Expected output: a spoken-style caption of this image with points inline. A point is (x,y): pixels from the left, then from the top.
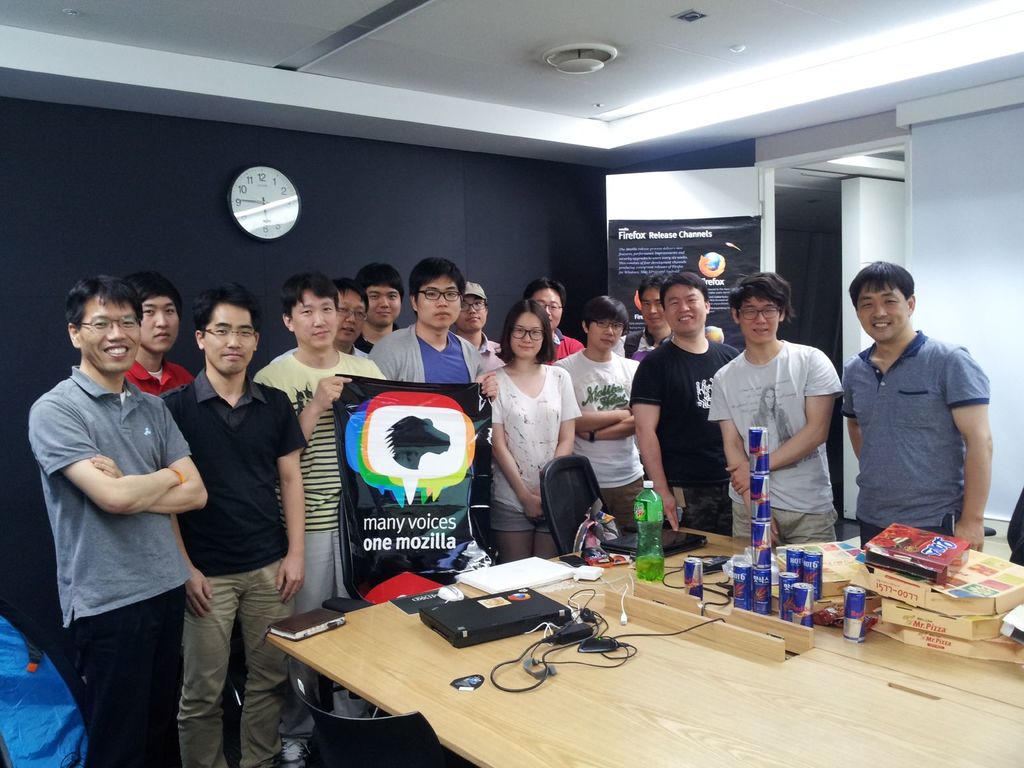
In this image in the center (527,397) there are a group of people (241,464) who are standing and one person (284,359) is holding one board (360,468), at the bottom (533,642) there is a table (749,692). On the table (384,664) there are some laptops (502,622), coke containers (797,584), books (316,625), wires (572,627), bottle (646,547) and some objects (581,572) and also there is one chair (566,465). In the background (350,232) there is a wall (604,223), on the wall (285,167) there is one clock (286,208) and one board (644,222). On the top (400,52) there is ceiling (181,21).
